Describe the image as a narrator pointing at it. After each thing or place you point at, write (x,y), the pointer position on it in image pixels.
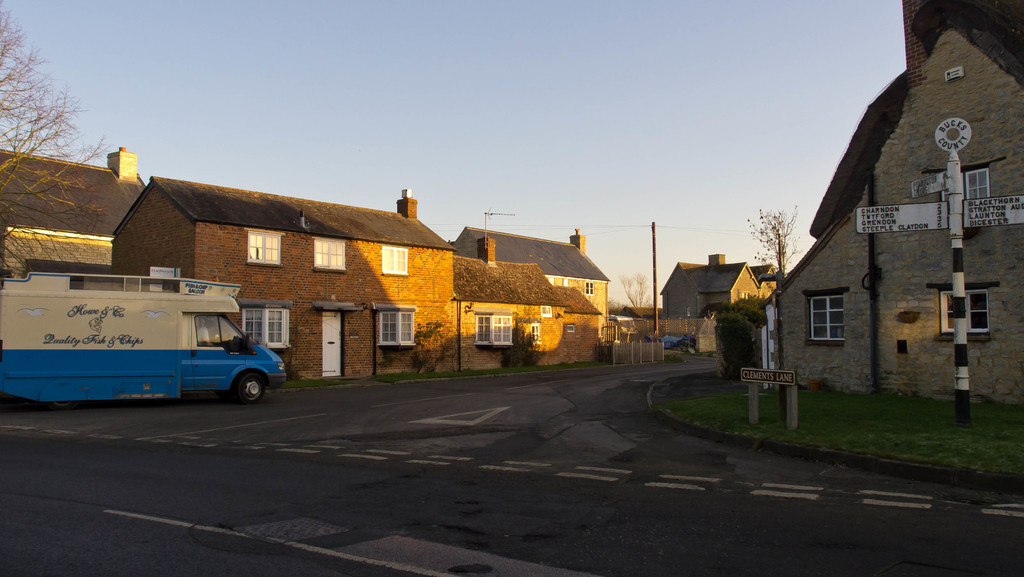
In this image there is a road (304,517), on that road (718,544) there is a van (94,376), on either side of the road (715,370) there are houses (458,320) and trees (756,304), in the background (636,131) there is the sky (632,85).
